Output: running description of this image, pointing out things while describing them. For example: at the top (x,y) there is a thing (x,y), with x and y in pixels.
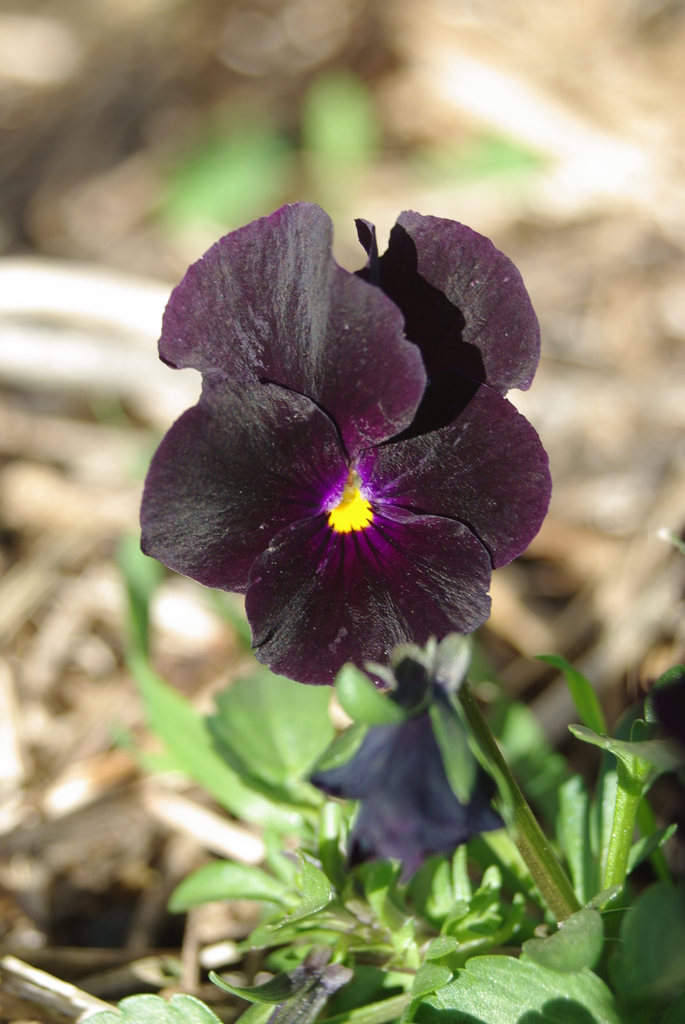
In this picture we can see a plant (352,716) with a flower (382,426). Behind the flower (291,424) there is the blurred background (132,782).
